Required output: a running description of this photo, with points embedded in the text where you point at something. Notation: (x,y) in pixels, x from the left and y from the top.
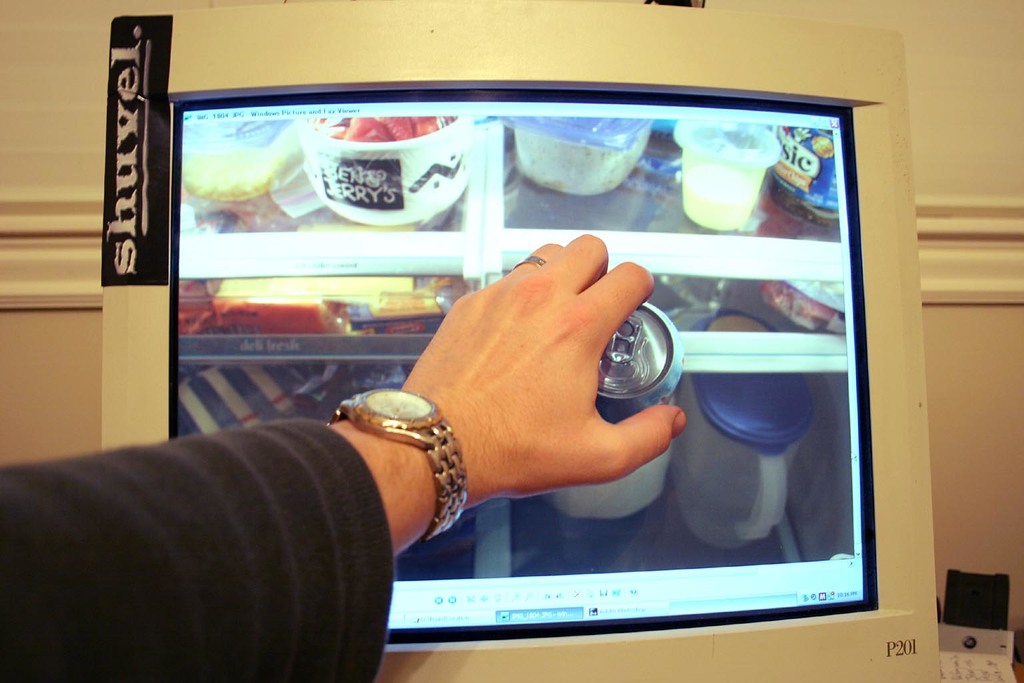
In this image we can see a person's hand (516,391), monitor (481,203), objects (981,648) and the wall (82,31).
